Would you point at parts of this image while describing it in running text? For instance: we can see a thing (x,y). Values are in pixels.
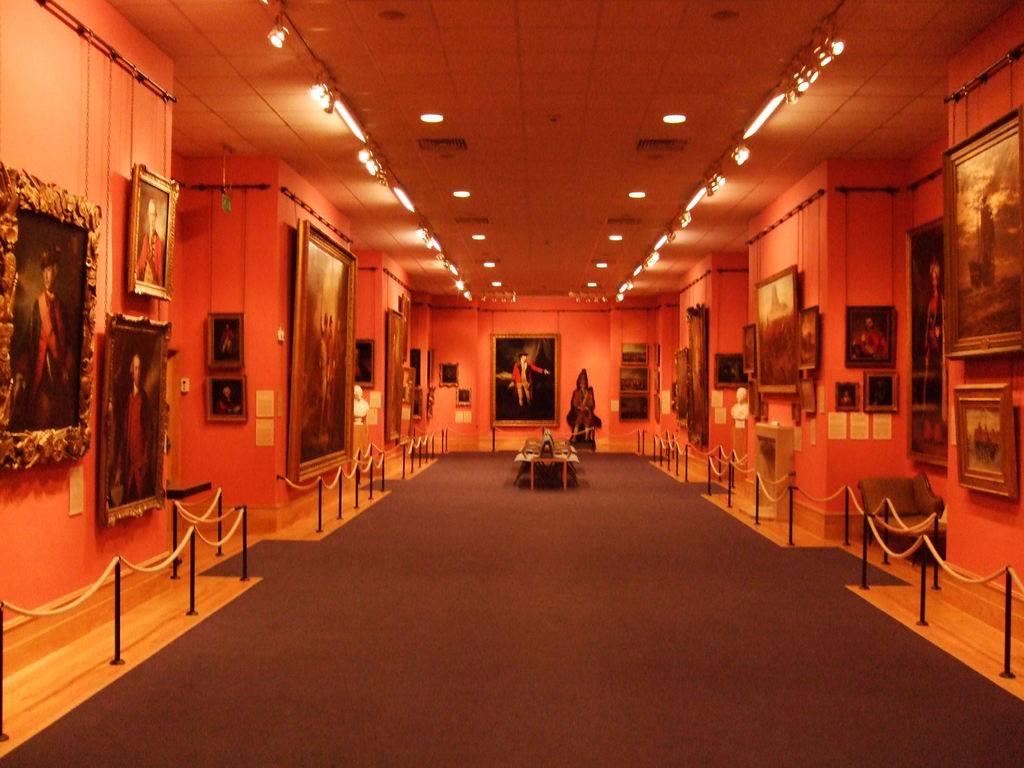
On either side of the picture, we see the barrier poles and walls (63,511) on which photo frames (682,352) are placed. In the middle of the picture (546,452), we see a table (565,480). At the bottom (430,623), we see a carpet (655,597). There are many photo frames (701,398) and charts (840,430) placed on the wall (710,293). At the top (538,61), we see the ceiling (584,257) of the room (618,227).
